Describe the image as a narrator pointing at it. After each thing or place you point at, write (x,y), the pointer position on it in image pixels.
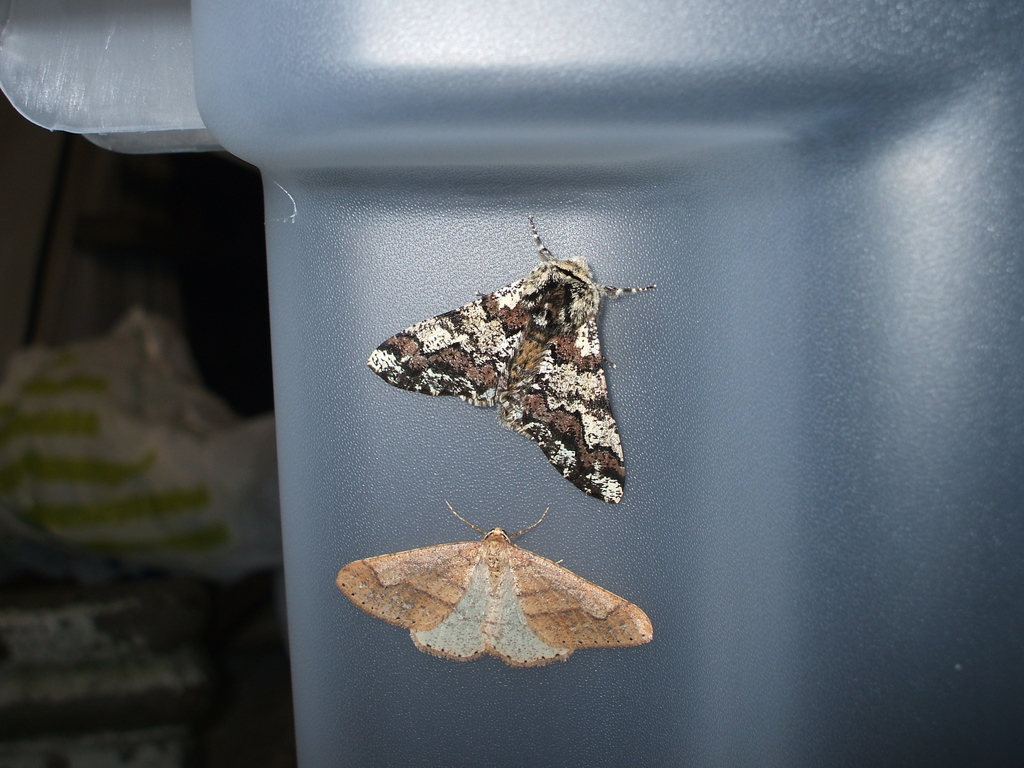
In this image I can see the butterflies (464,603) which are in cream, brown and black color. These are on the grey color surface (695,552). I can see the black color background (35,231).
